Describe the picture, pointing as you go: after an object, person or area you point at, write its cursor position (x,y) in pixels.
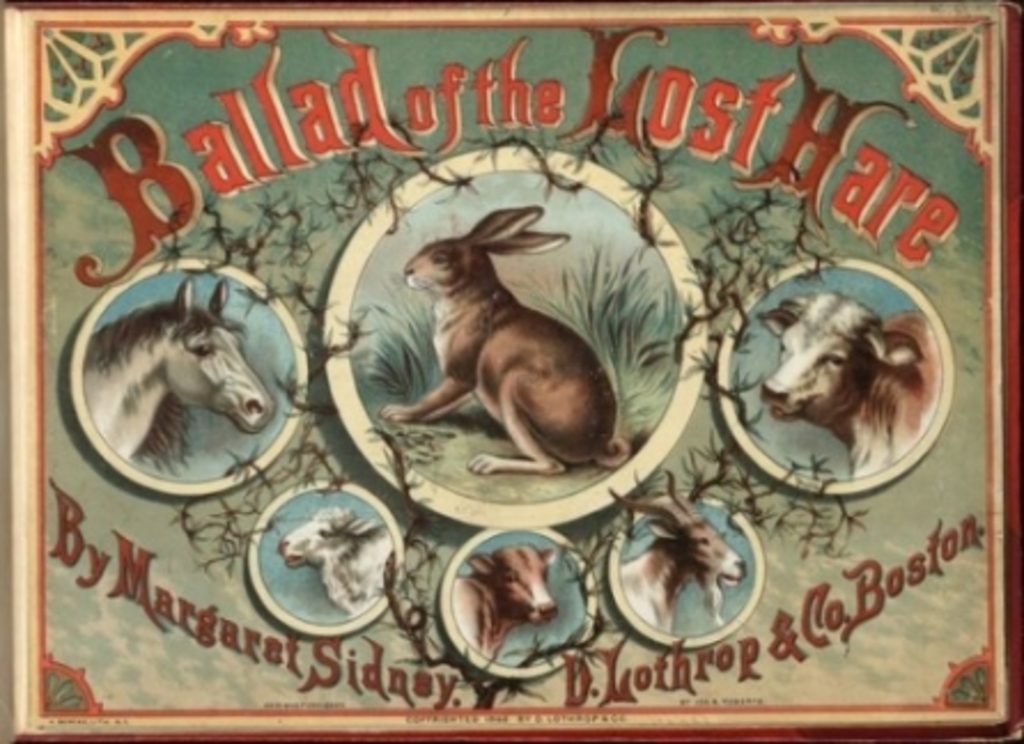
In this image we can see the frame (719,442) and on the frame (339,317) we can see the depiction of some animals (494,353) and also grass (645,282). We can also see the text (722,650).
